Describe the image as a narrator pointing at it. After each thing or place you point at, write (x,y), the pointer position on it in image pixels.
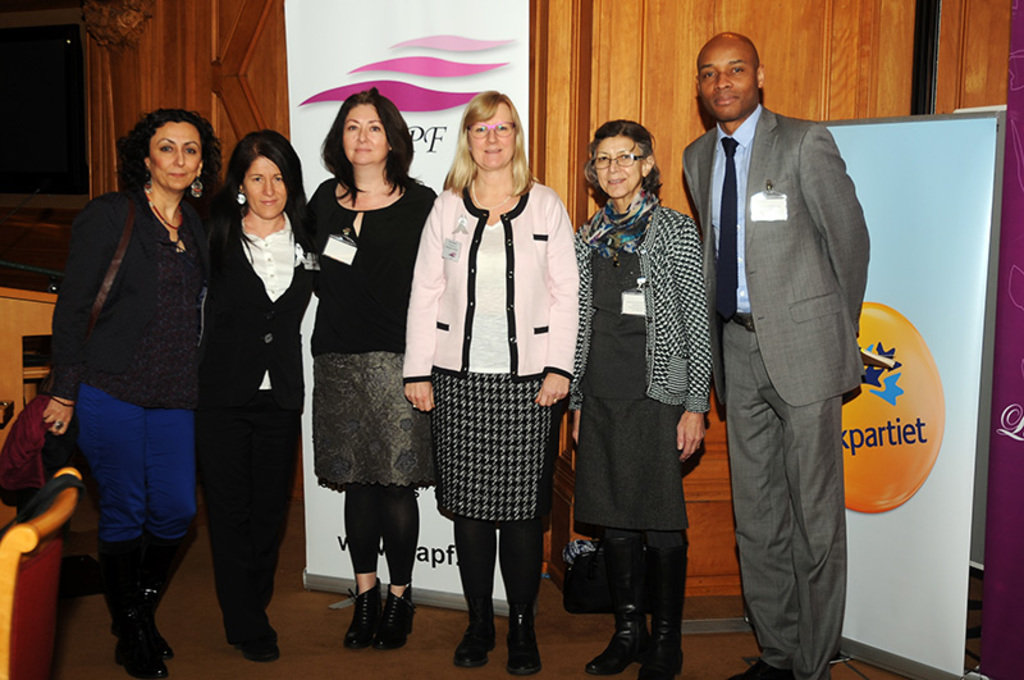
These people (423,306) are standing and this woman (135,496) wore bag (16,460). Left bottom of the image (28,668) we can see chair (21,627). Background (963,232) we can see banners (931,221), television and wooden wall (180,64).
